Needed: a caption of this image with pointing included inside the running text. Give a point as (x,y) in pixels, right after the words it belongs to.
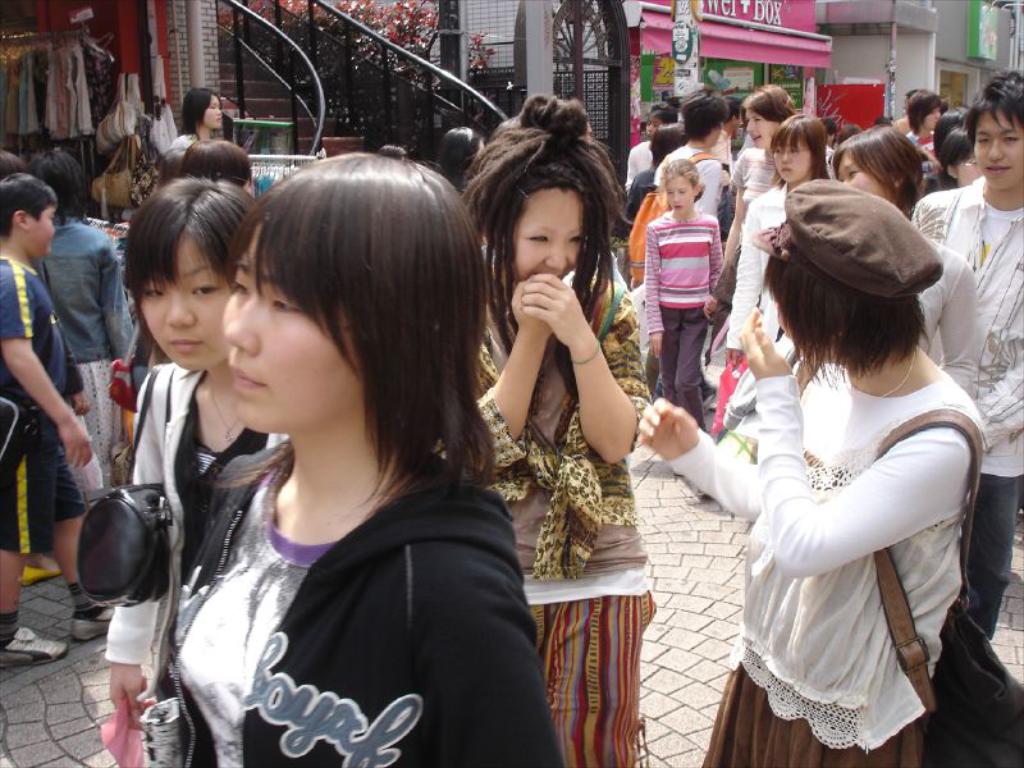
In the center of the image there are stairs (313,94). In front of the image there are people (512,543) walking on the road (704,500). In the background of the image (899,29) there are buildings (200,68).
